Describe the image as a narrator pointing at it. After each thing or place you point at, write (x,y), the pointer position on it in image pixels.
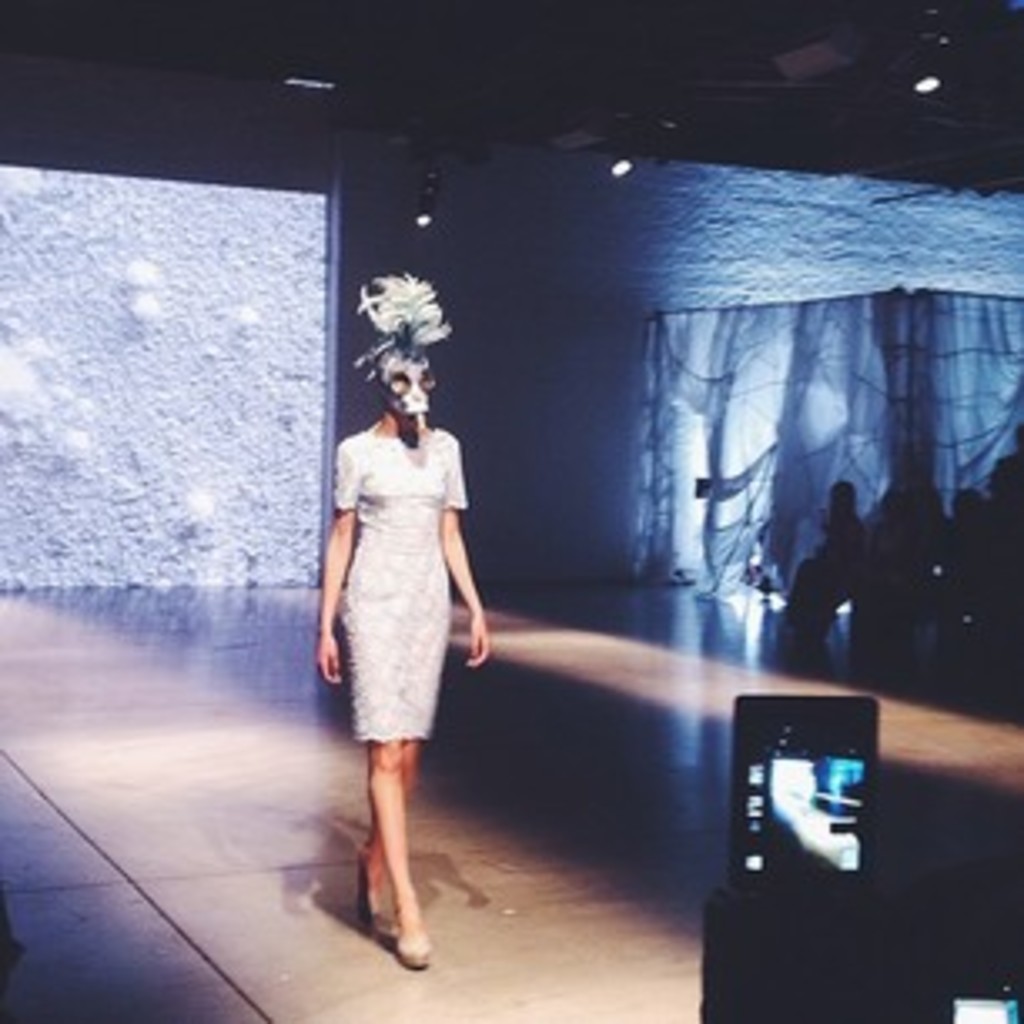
In the foreground of this image (405,543), there is a woman (373,835) walking on the floor (323,872). On the bottom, it seems like a camera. In the background (306,359), there is a screen (246,322), curtain (807,397), and few persons (955,539) sitting.
